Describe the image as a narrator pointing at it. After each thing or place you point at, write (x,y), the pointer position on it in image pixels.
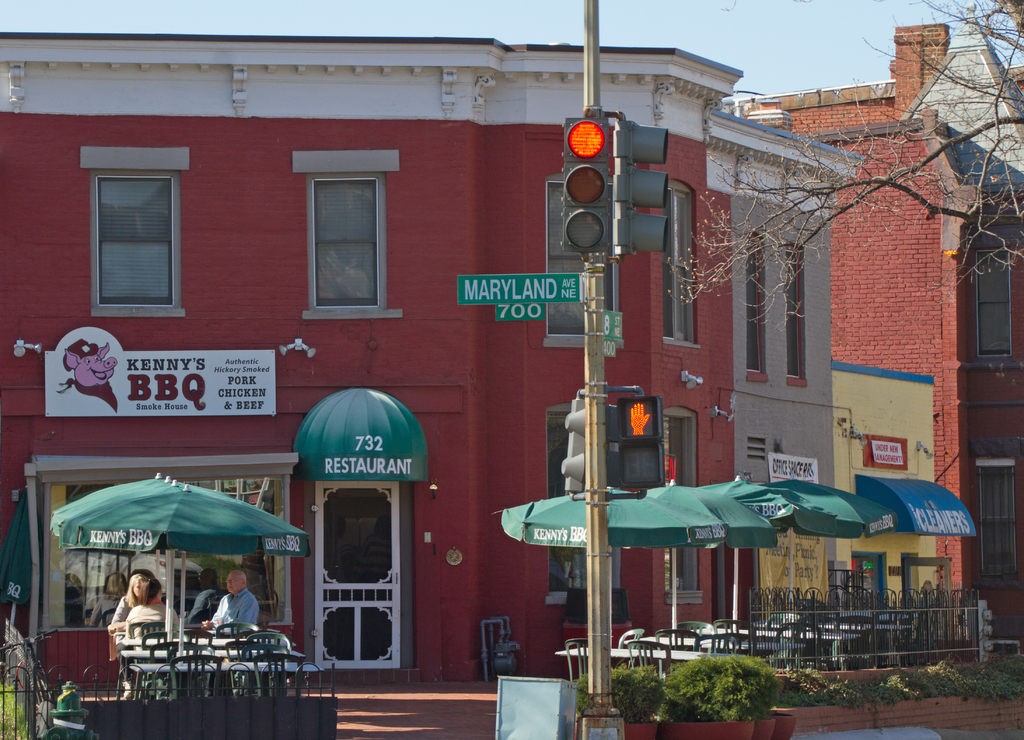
In this picture we can observe traffic signals (595,170) fixed to the pole (594,61). There are green color umbrellas (141,501). We can observe maroon color buildings (385,287). On the right side (873,190) there is a tree (849,182). In the background (451,29) we can observe a sky (575,29).
